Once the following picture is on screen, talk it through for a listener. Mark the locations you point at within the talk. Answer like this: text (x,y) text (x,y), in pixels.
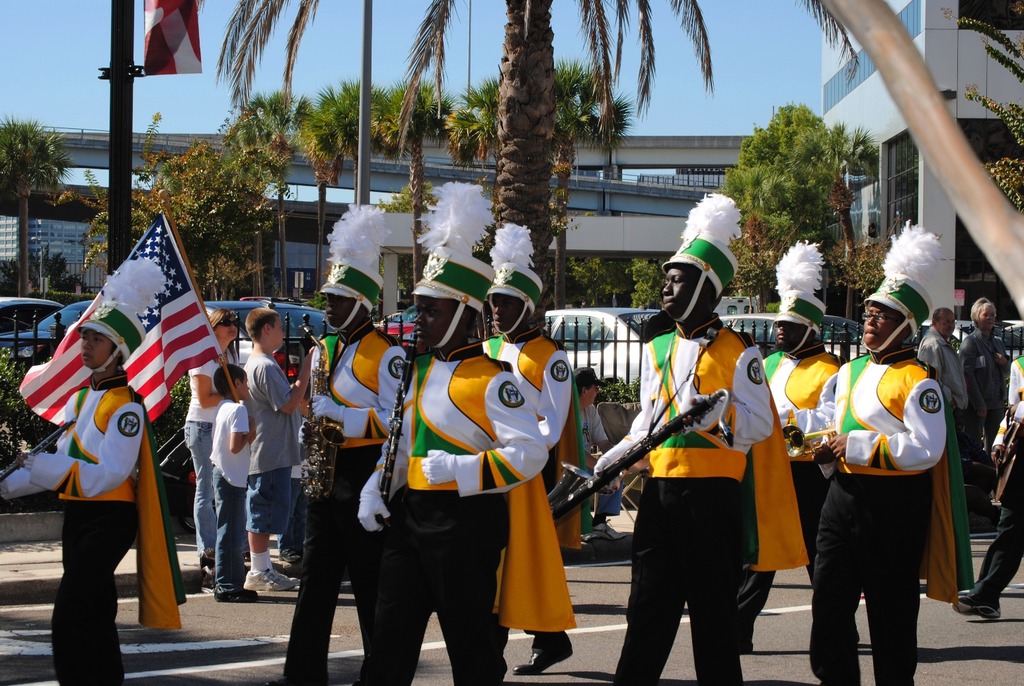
In this image we can see a group of people (611,501) standing on the road (755,632). In that some are holding the musical instruments (557,494) and a person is holding the flag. On the backside (630,362) we can see the metal fence (616,364), some cars (606,373), a group of trees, the flag (199,40) to a pole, some buildings (936,189) and the sky (756,123) which looks clear.
